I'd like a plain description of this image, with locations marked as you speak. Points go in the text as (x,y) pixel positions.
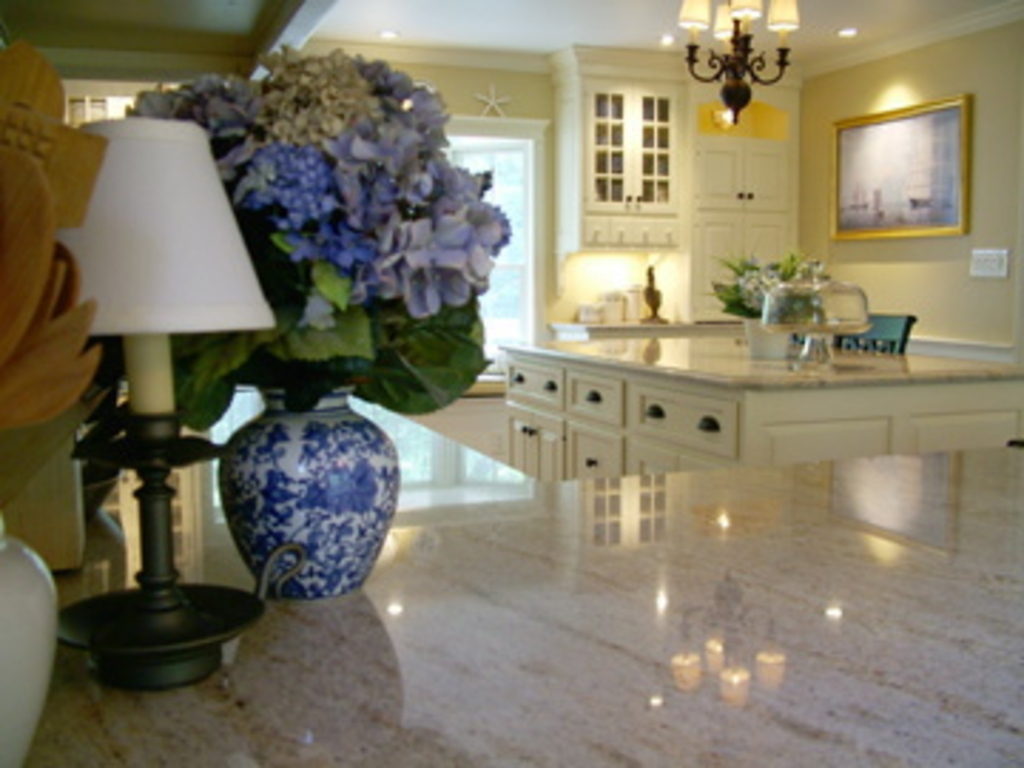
There is a table (584,645). On the table (602,557) there is a table lamp (154,526) and vase (313,429) with flowers (291,321) on the left side (172,394). In the back (573,352) there is a table (654,408) with drawers (665,416) and many items (750,333) on that. On the ceiling (758,23) there is a chandelier (745,35). Also there is a photo frame (881,166) on the wall (920,241). In the background (765,211) there is a door (728,184) and window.
